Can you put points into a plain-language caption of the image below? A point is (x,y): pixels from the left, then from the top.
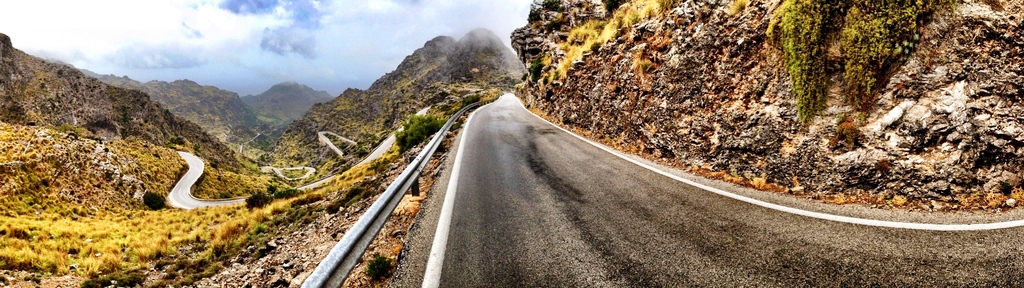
In this image we can see roads (367,157), grass (228,226) and mountains (198,99). At the top of the image (348,28), we can see clouds (280,35).
